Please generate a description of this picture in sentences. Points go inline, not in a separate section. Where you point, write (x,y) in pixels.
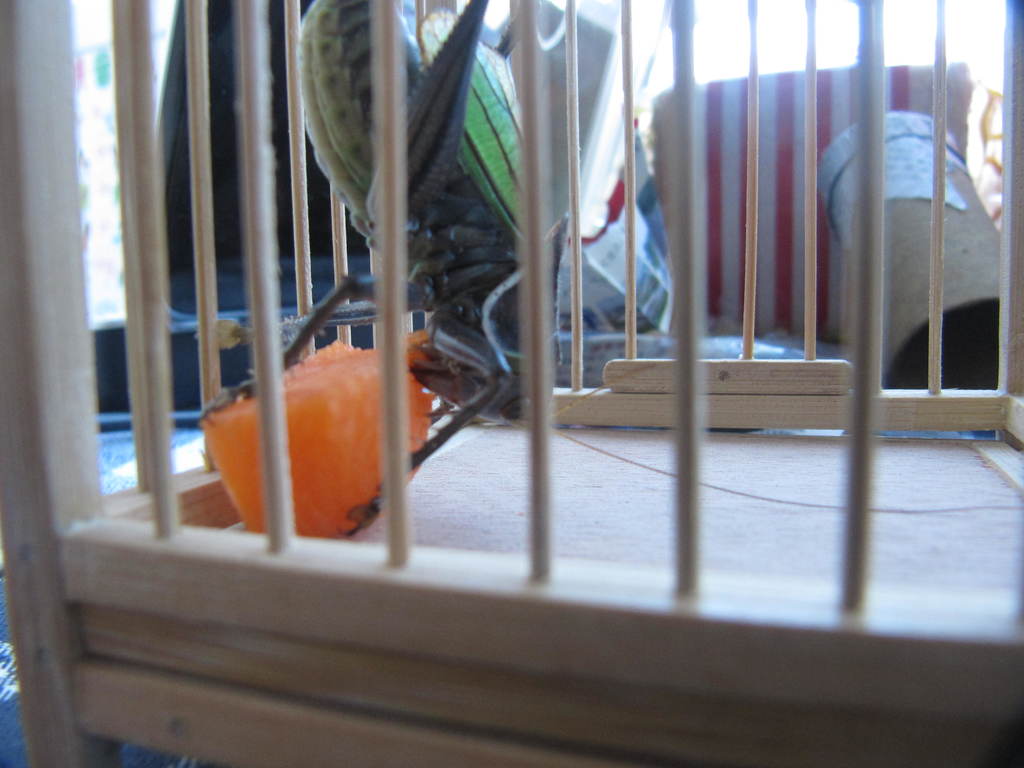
In this image, we can see a cage (146,443) and inside the cage (120,505), there is an insect (462,330) and some food item (371,405). In the background (800,131), there are some boxes (828,106) and some clothes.
